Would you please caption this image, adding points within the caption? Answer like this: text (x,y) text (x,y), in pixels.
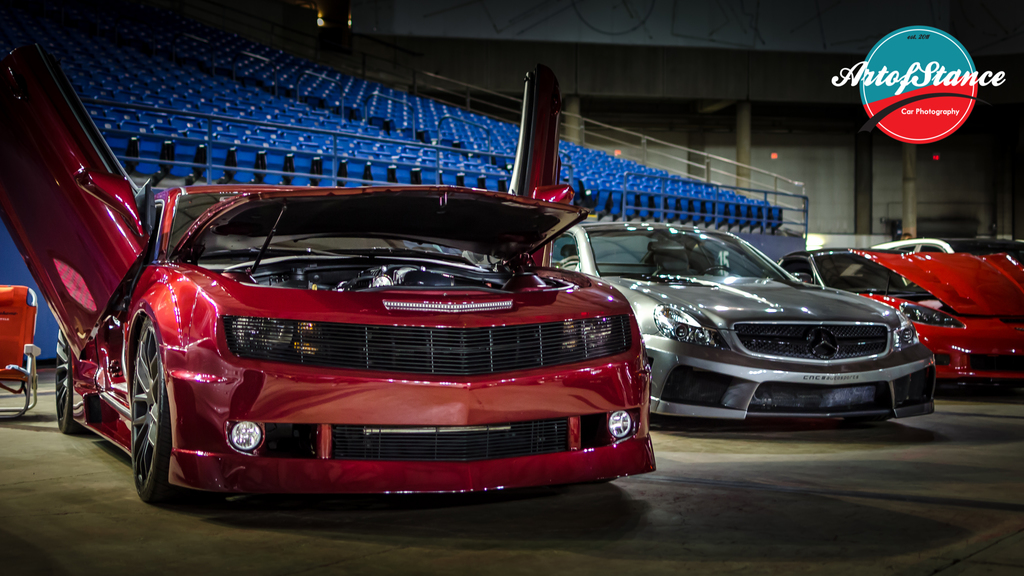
In this picture I can see there are few cars (615,350) parked here and there is a red color car (390,321) at the left (283,349) and it has a door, headlight (291,340), wheel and there are few more cars (707,323) parked on to right (712,300). There is a silver car (693,327) at the right side (714,260) and there is another car (983,318). There are many empty chairs (353,149) in the backdrop (261,152) and there are few pillars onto right side.
